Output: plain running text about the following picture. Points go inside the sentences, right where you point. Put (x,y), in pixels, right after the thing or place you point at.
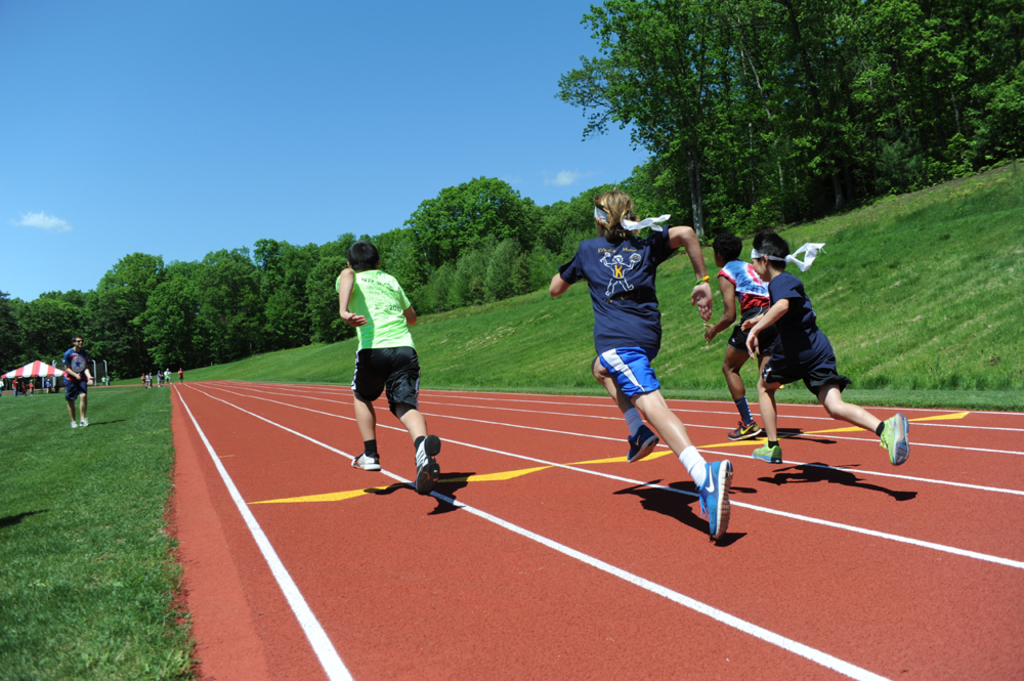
In this image we can see a few people (382,281), among them some are running and some are standing on the ground (111,465), there are some trees (154,324), poles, grass (576,336) and a tent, in the background (580,170) we can see the sky (55,62).
